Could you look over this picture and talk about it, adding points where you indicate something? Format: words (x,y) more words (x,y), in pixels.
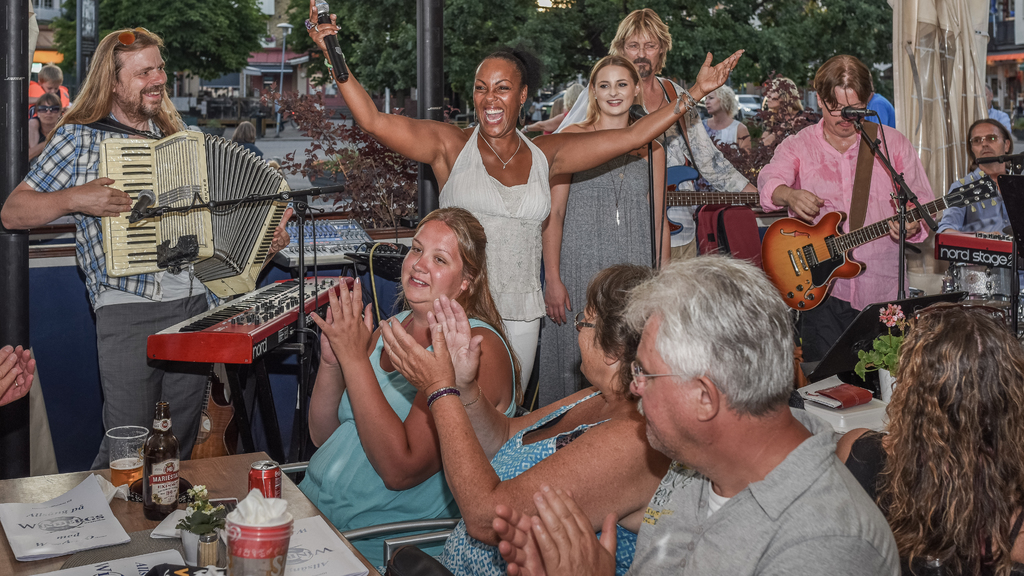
In the background (403,18) we can see the trees (697,2), buildings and roads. In this picture we can see a plant (358,177), poles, musical instruments (186,191), microphones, stands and objects (932,69). We can see people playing musical instruments (197,179). We can see a woman (378,119) holding a microphone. At the bottom portion of the picture (612,393) we can see the people (394,352) sitting and they are clapping. On a table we can see bottle (165,463), drink (114,467) in the glass (114,454), books (22,507), flower vase (195,491) and few objects (271,514). On the right side of the picture (832,350) we can see a flower vase (892,381) and objects (962,199).
